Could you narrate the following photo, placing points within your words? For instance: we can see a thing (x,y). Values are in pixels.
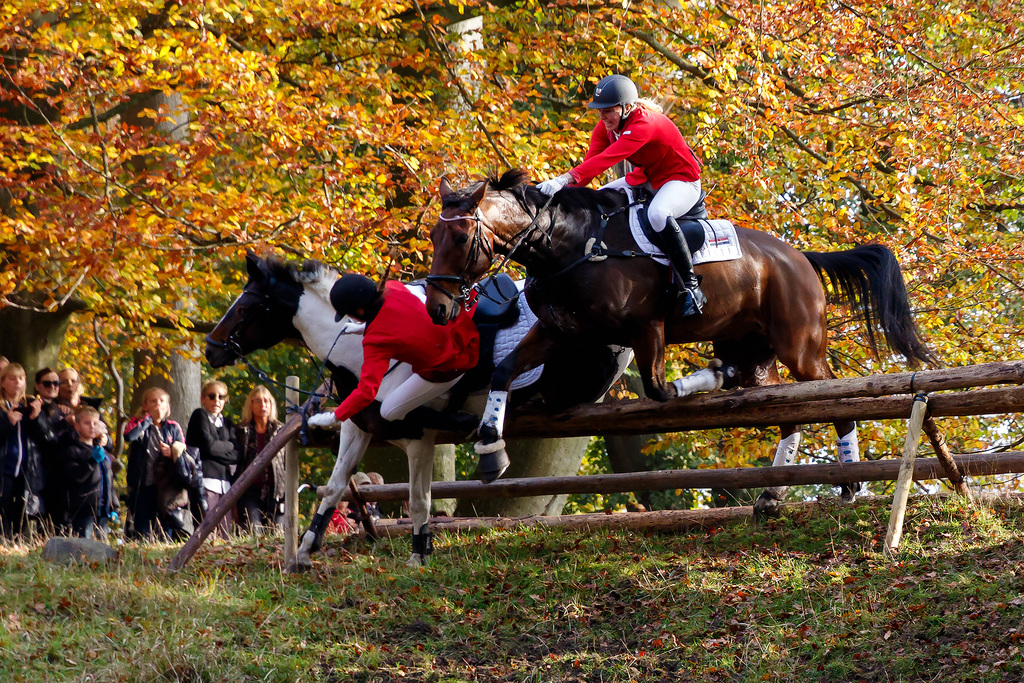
In this picture I can see there are two horses (628,319) jumping the hurdles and they are two persons (591,154) riding it and in the backdrop (270,431) there are a group of people (141,418) standing and there are trees (503,91).
